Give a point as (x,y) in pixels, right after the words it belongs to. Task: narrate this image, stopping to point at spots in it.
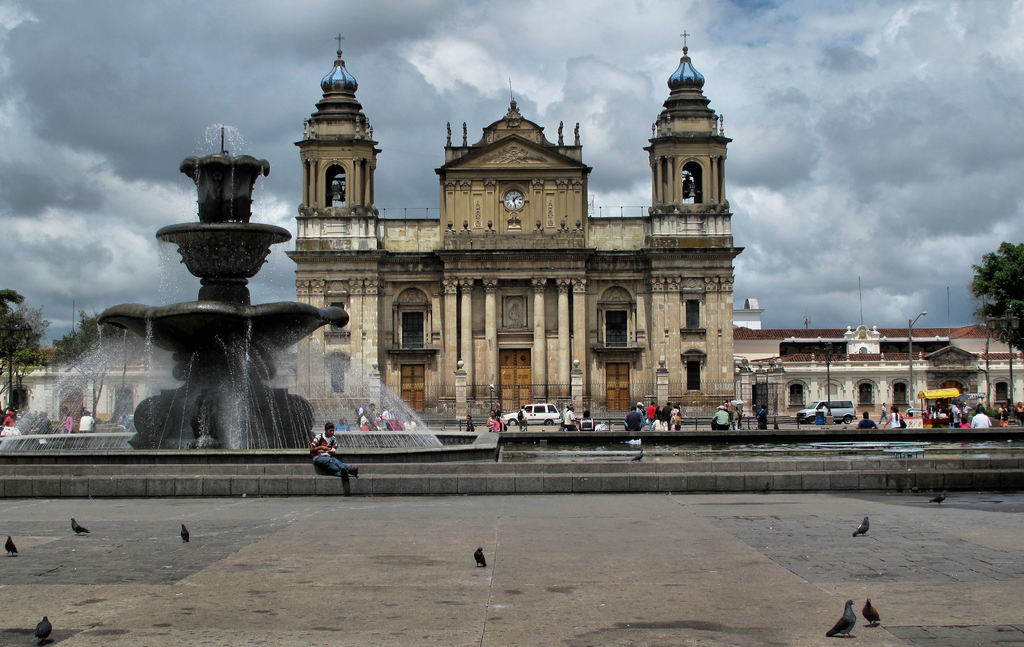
In this image, we can see a houses (384,375), building (531,399) with walls (524,214), pillars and windows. Here there are few trees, poles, vehicle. Left side of the image (256,433), there is a water fountain (196,390). Here we can see few people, birds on the walkway (326,627). Top of the image (780,194), we can see the clock (516,201), bells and cloudy sky (962,293).
